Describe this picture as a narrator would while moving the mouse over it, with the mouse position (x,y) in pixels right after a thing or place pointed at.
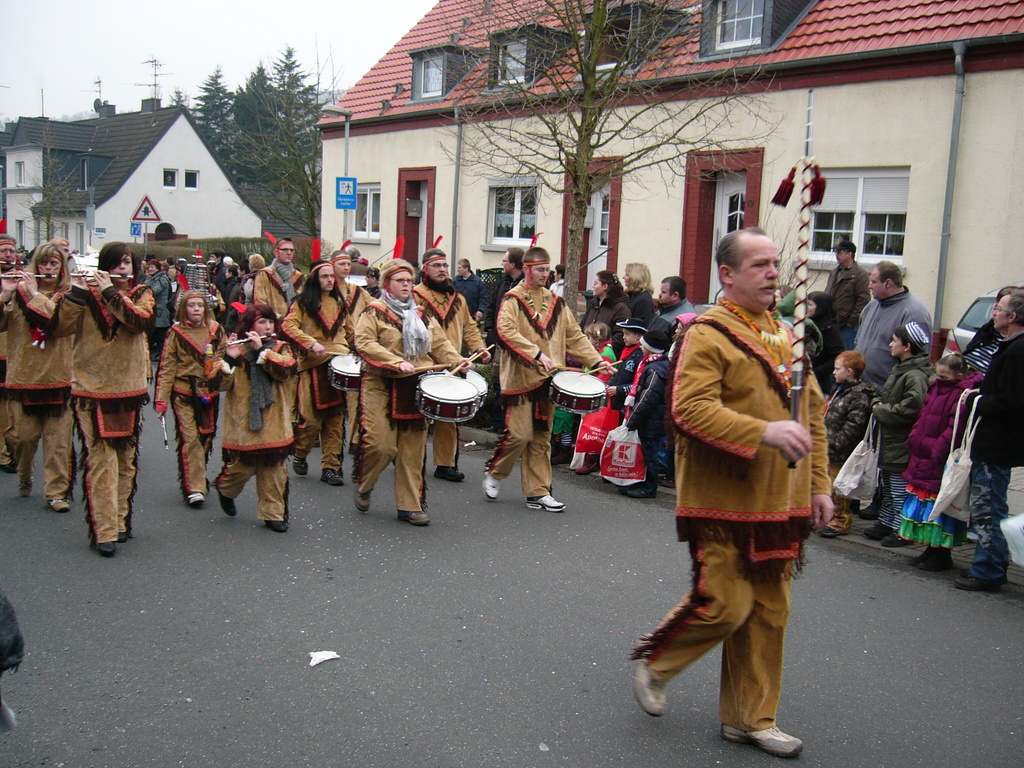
In this picture there are group of people (377,314) who are playing musical instruments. There are few people (469,279) who are standing to the right side (846,348). There is a house (364,169), signboard (347,180), streetlight (344,119), trees (314,124) are seen in the background (314,150).
